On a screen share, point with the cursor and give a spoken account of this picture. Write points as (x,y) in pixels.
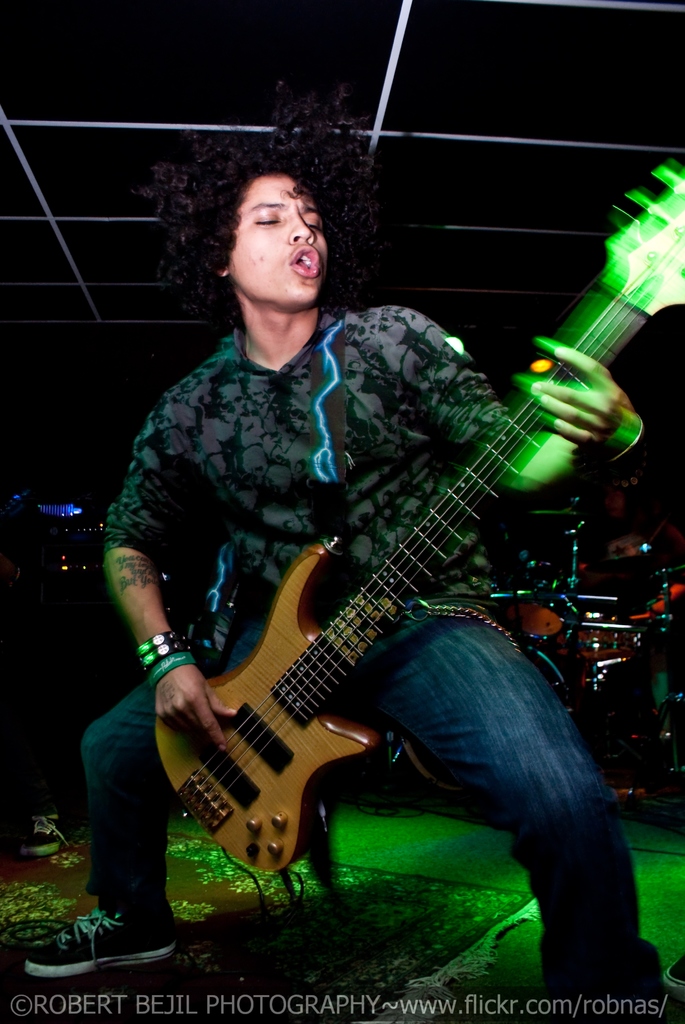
In this image the person (328,589) is playing the guitar (225,822).
